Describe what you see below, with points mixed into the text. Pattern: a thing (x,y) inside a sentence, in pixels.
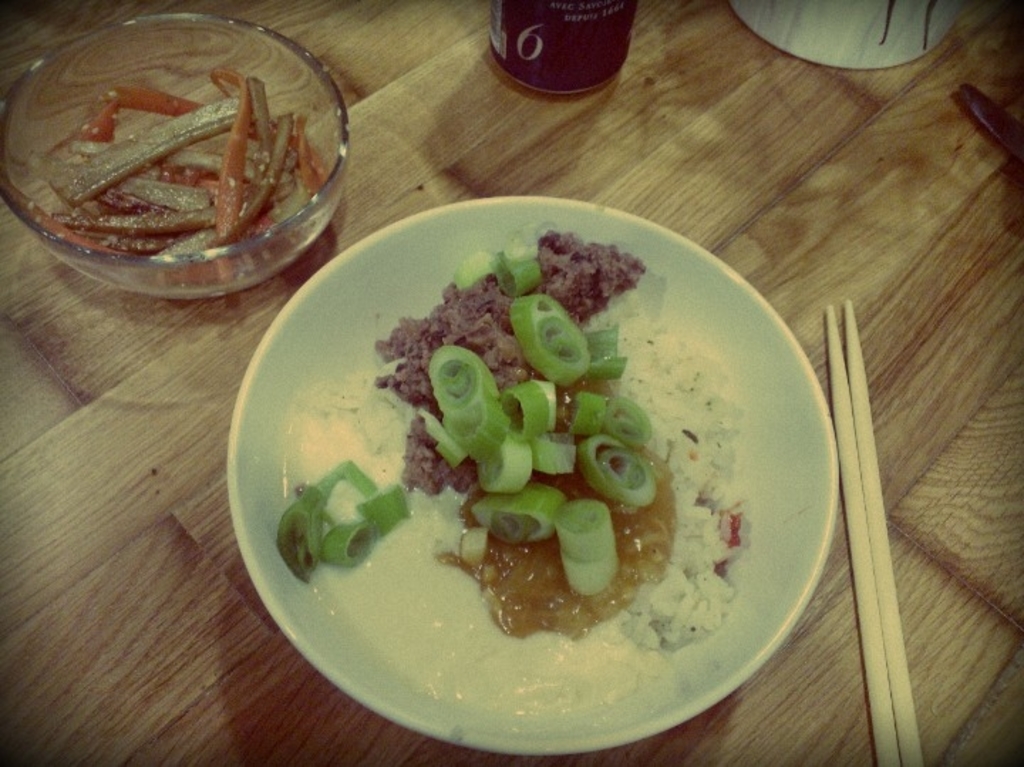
in this picture there are eatables (356,495) placed in two bowls (496,578) and there are two Chopsticks (888,650) placed beside it and there are some other objects (600,41) in the background (880,41).
